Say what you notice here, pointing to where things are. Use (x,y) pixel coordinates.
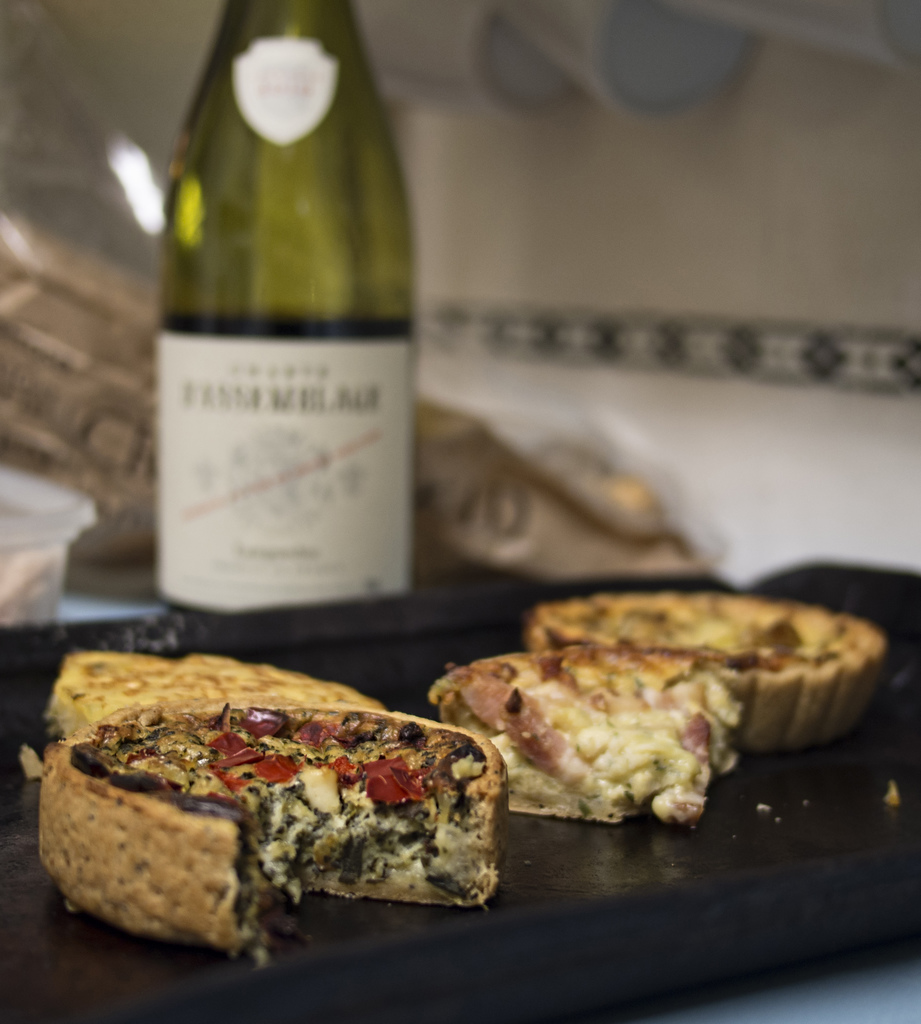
This picture shows some food items (534,733) in the tray (474,923). In the background (262,306), there is a bottle (283,289) here.
